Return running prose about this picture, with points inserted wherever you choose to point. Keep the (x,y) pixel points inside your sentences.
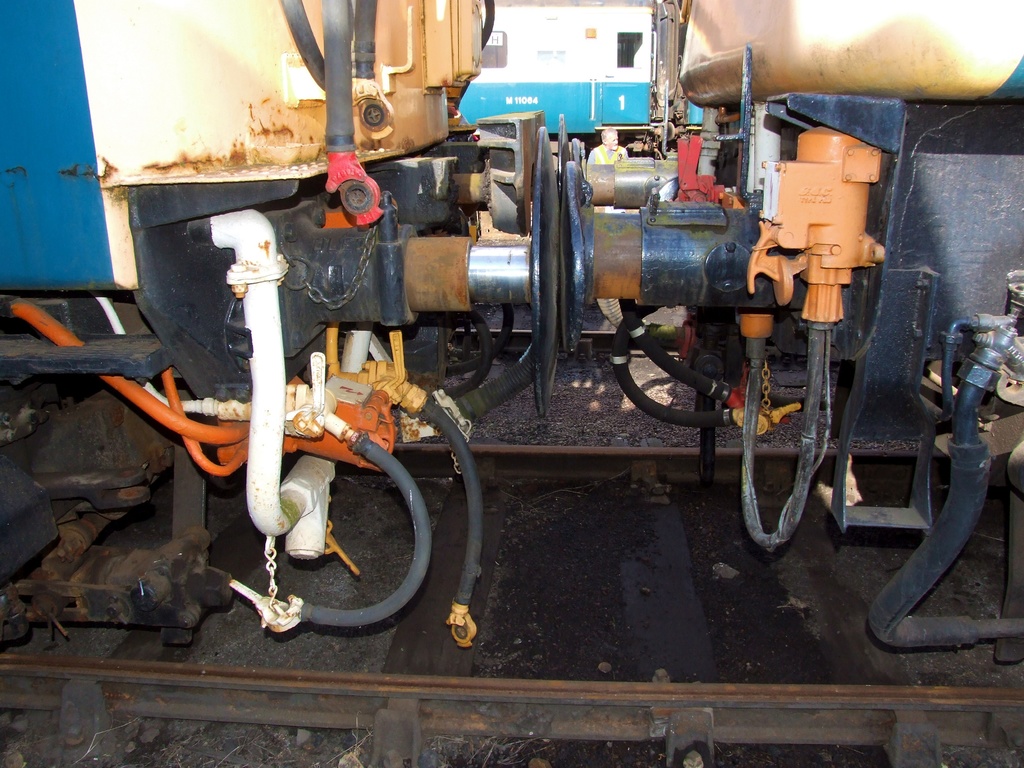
In this image I can see few trains (609,219) on the railway tracks (762,635). They are in different color.
